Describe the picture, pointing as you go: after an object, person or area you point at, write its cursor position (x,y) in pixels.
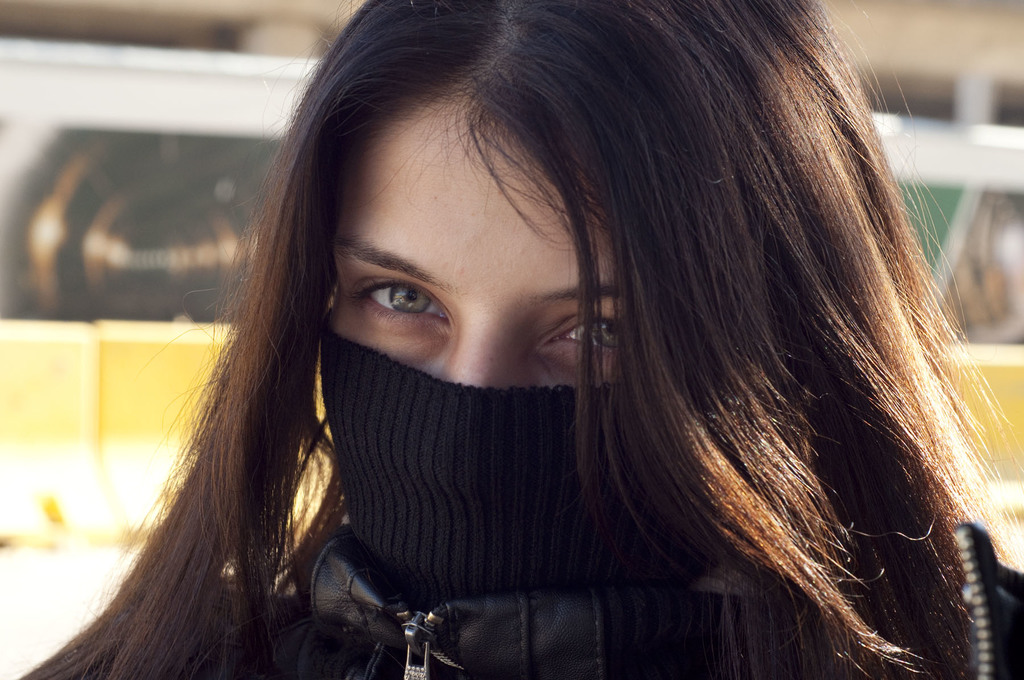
In this image, we can see a woman (506,430) is watching and wearing mask (549,460). In the background (270,27), there is a blur view.
